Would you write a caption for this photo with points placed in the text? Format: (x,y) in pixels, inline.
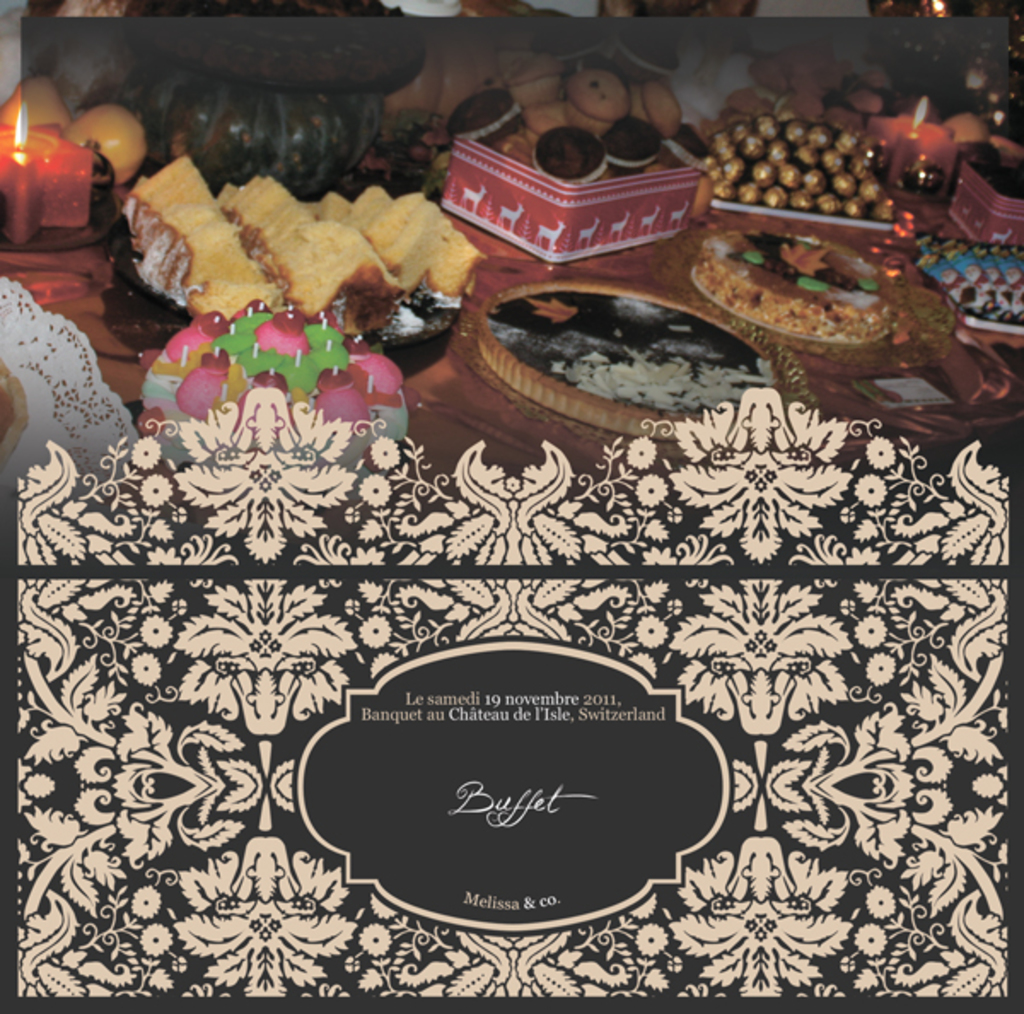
In this picture we can see table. On the table (958,229) we can see box (641,186), cakes (244,192), bread (269,184), chocolates (829,202), covers (996,277), candles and other objects (25,375). On the bottom (755,942) we can see design (689,769) with text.
